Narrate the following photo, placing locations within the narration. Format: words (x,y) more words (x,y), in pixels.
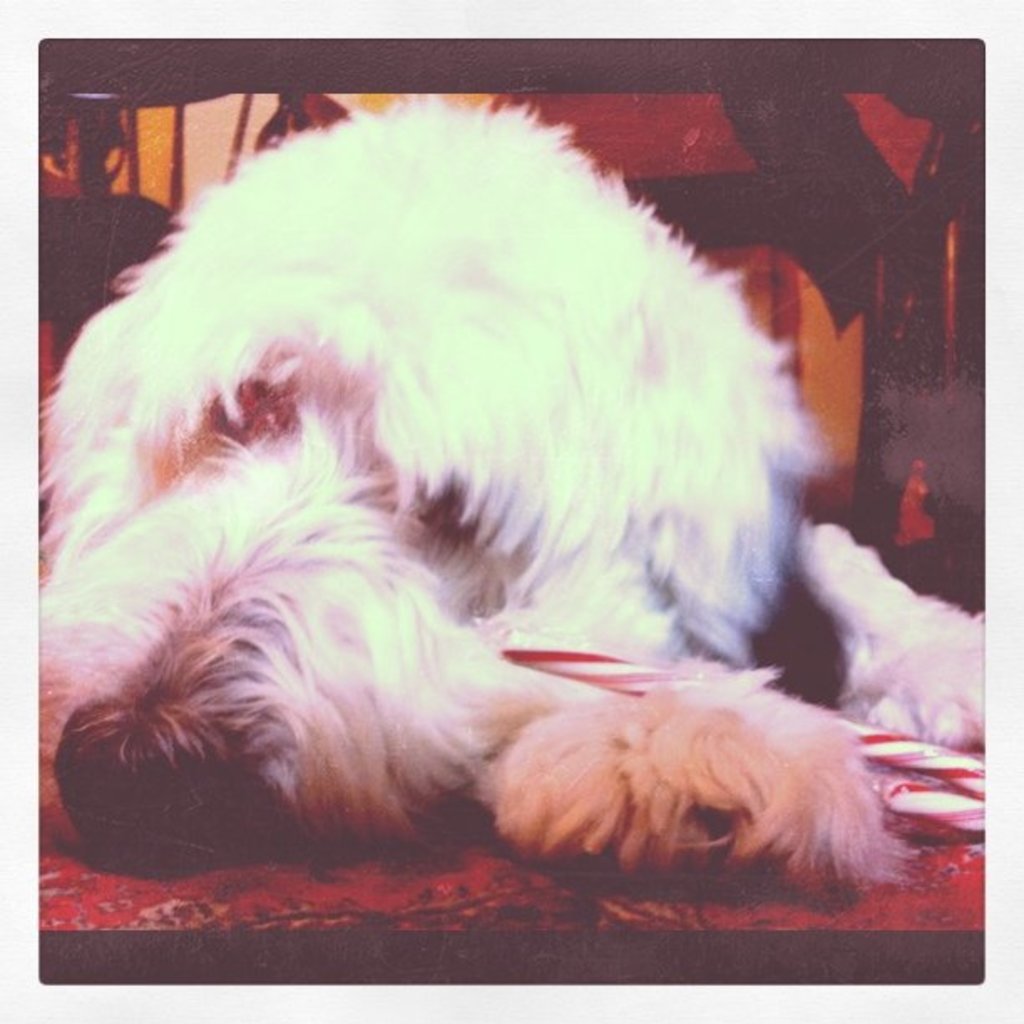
In the center of the image (414,466) we can see a dog (318,555) is lying on the mat (368,909). On the right side of the image (906,765) an object (906,740) is there.
